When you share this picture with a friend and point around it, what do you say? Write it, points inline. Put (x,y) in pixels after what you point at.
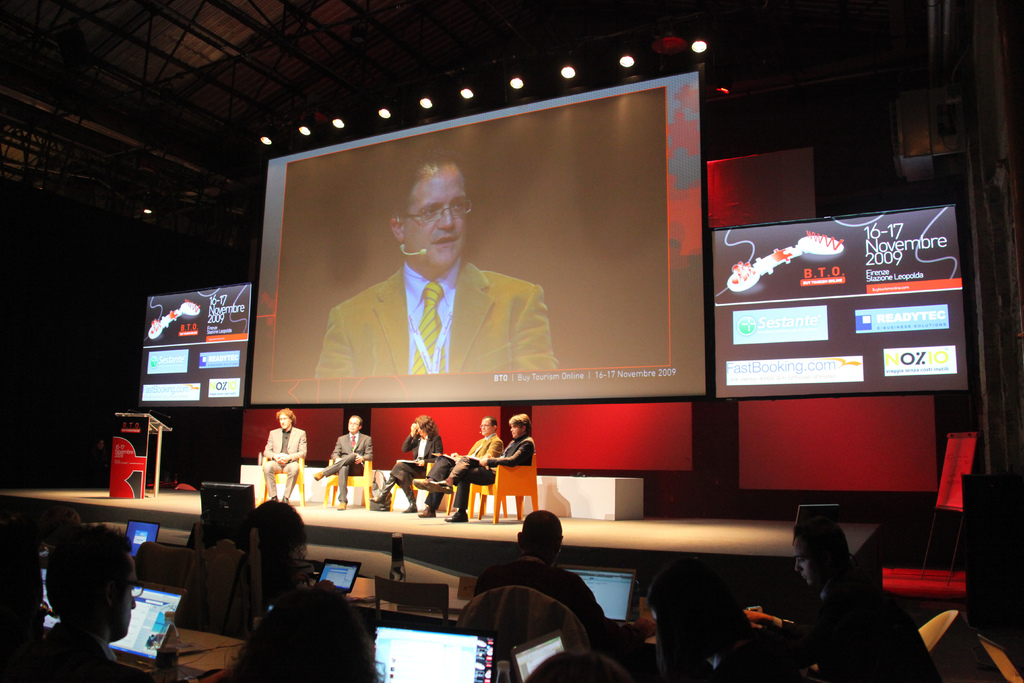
In this picture I can observe five members (323,477) sitting in the chairs (490,487) on the stage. Behind them there is a screen (413,186). In the screen (404,282) I can observe a man (387,297) wearing yellow color coat (468,338) and a tie (434,300). In front of the stage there are some people (24,592) sitting in the chairs (163,575) in front of laptops (175,608) and computers (146,617). On the left side (124,462) I can observe a podium (112,481) on the stage (65,489).
